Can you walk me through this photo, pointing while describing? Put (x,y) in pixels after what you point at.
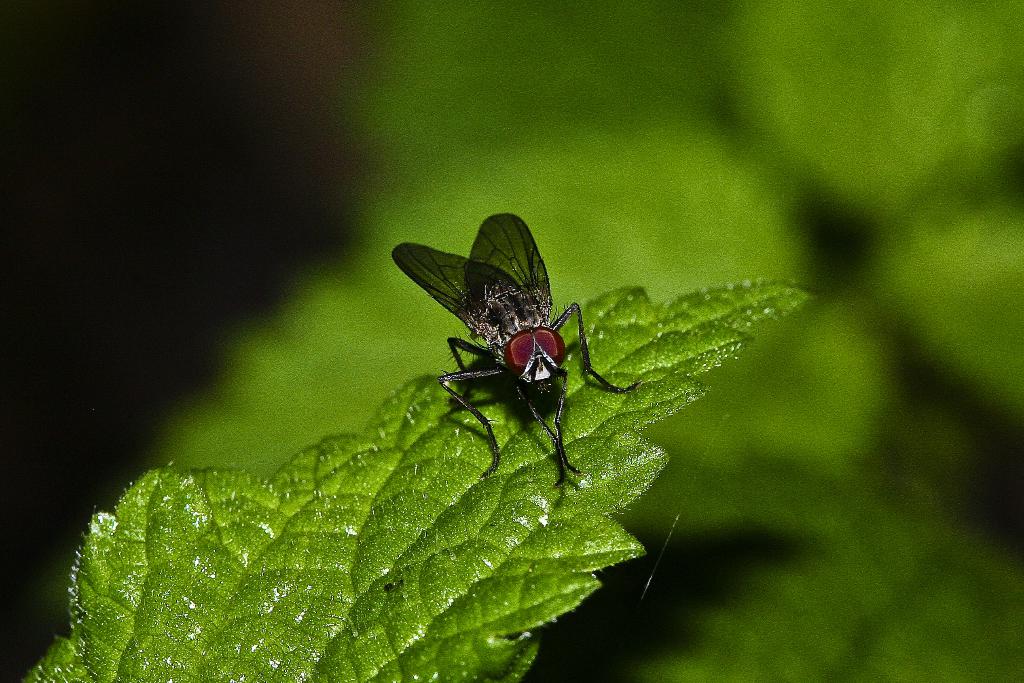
In this picture we can see a black color bug (564,458) is sitting on the green leaf (498,481). Behind there is a blur background (772,549).
